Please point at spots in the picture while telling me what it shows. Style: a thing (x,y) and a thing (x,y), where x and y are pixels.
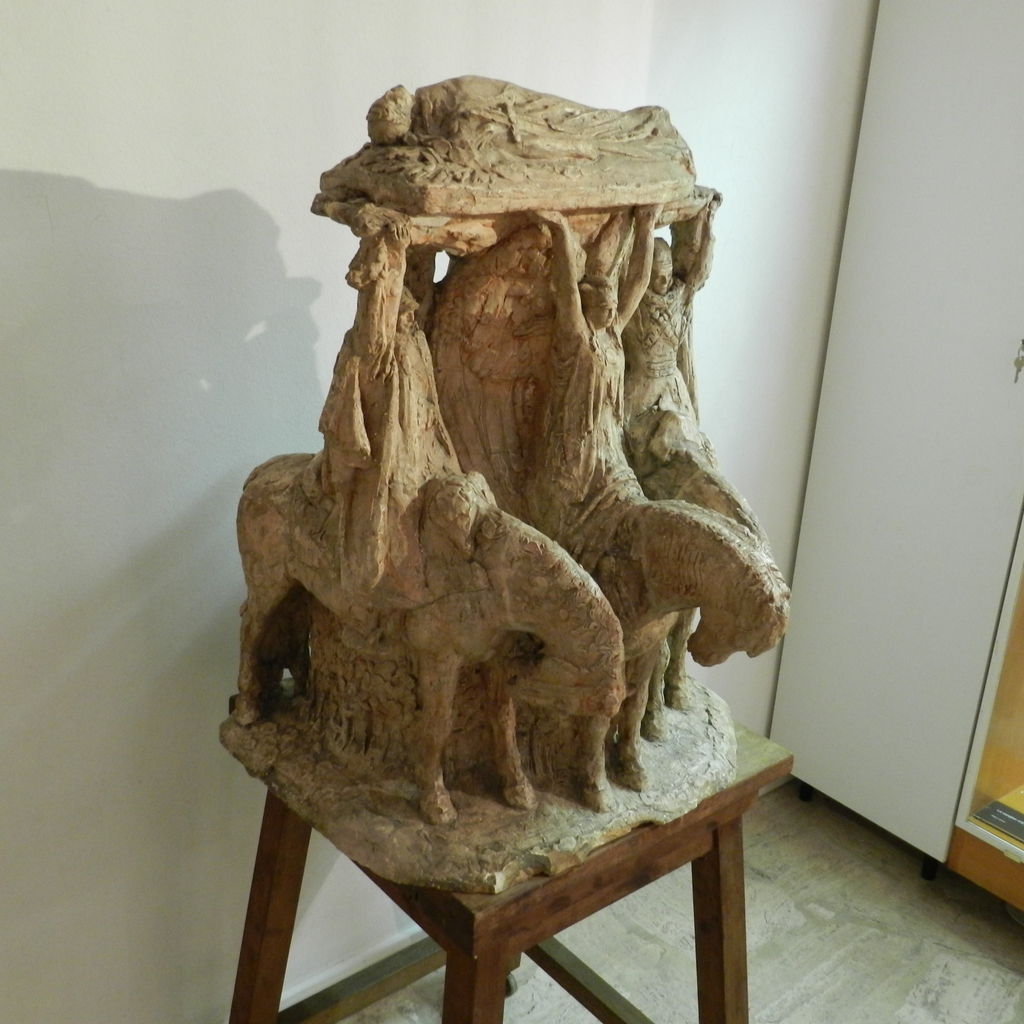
In the picture I can see a sculpture (577,712) is placed on the wooden stool (508,889) and in the background (341,947), I can see the white color wall (236,554).
